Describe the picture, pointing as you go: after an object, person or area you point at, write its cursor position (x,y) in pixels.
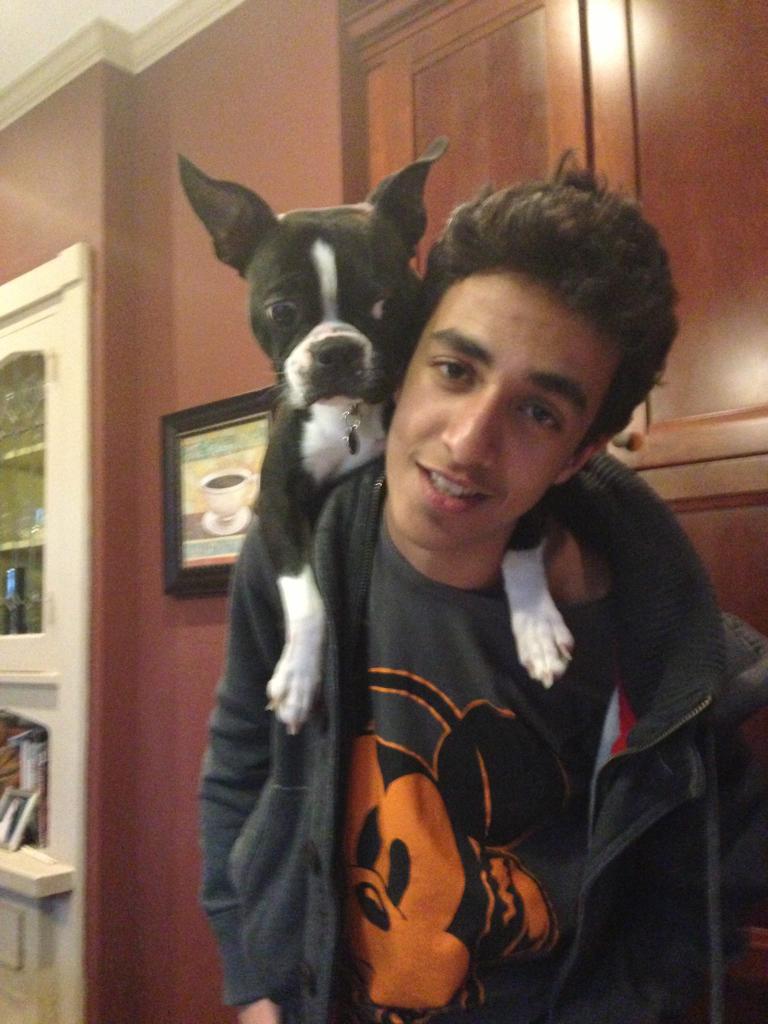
In the center of the image (390,351), we can see a dog (360,263) on the person (442,525) and in the background (96,164), there is a frame (214,427) on the wall (156,330) and we can see a cupboard (43,660) and some objects (27,764).
